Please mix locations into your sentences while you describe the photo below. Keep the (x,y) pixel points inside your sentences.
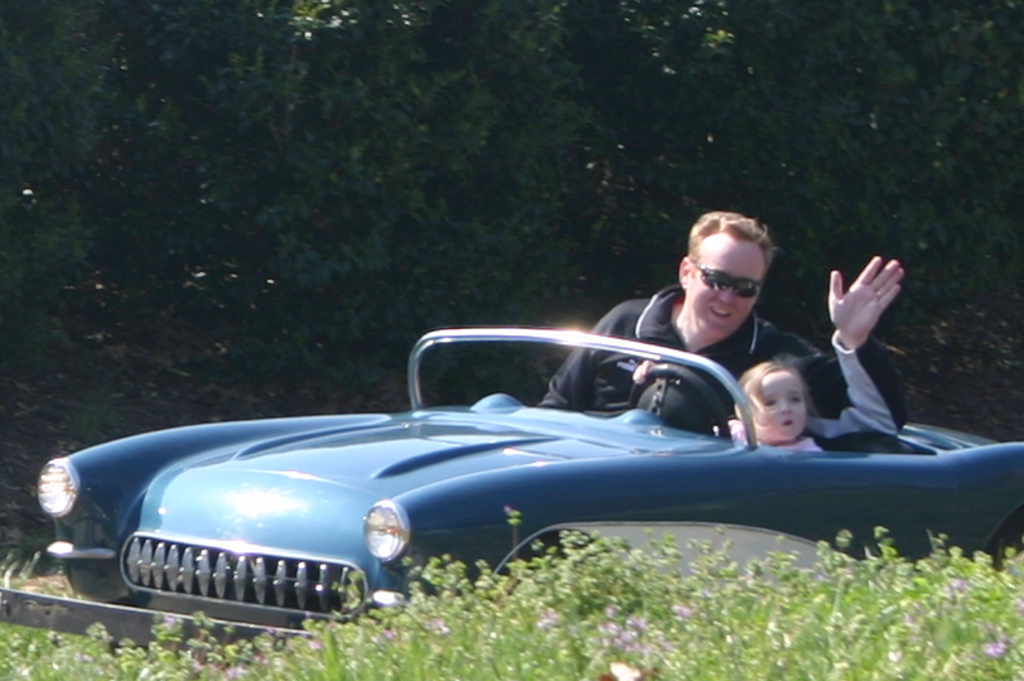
A man (701,263) is sitting in a car (580,436) while a little girl (764,425) is riding.
